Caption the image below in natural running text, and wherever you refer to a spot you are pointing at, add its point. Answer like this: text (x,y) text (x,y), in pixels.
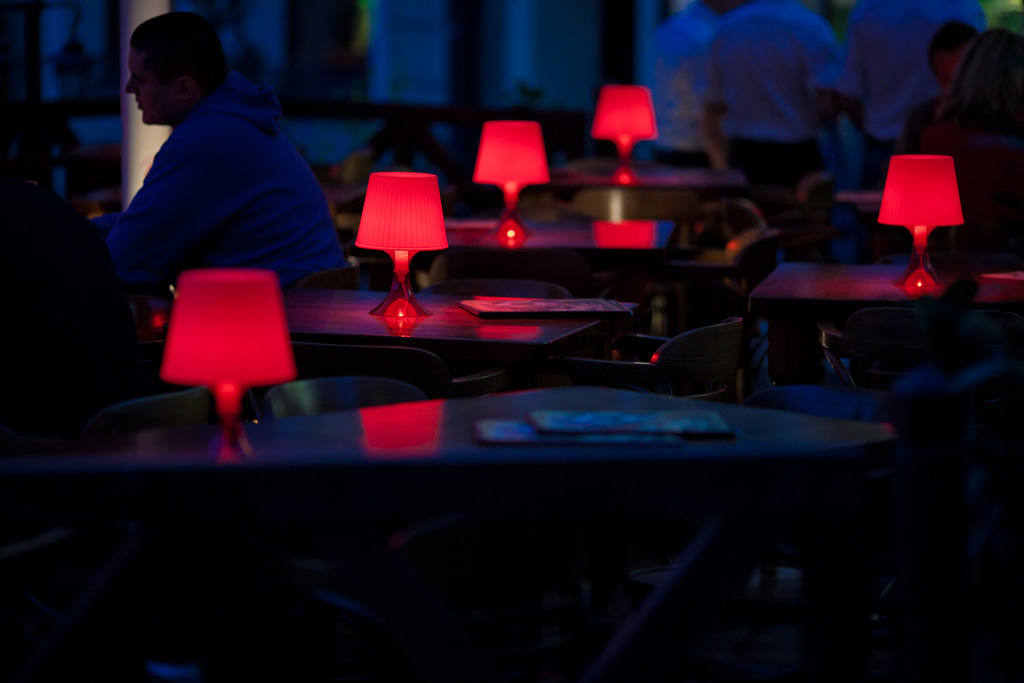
This picture describes about group of people (179,114) some people (99,310) seated on the chairs (136,312) and some are standing, and we can find some lights (493,179) on the table (450,317).
